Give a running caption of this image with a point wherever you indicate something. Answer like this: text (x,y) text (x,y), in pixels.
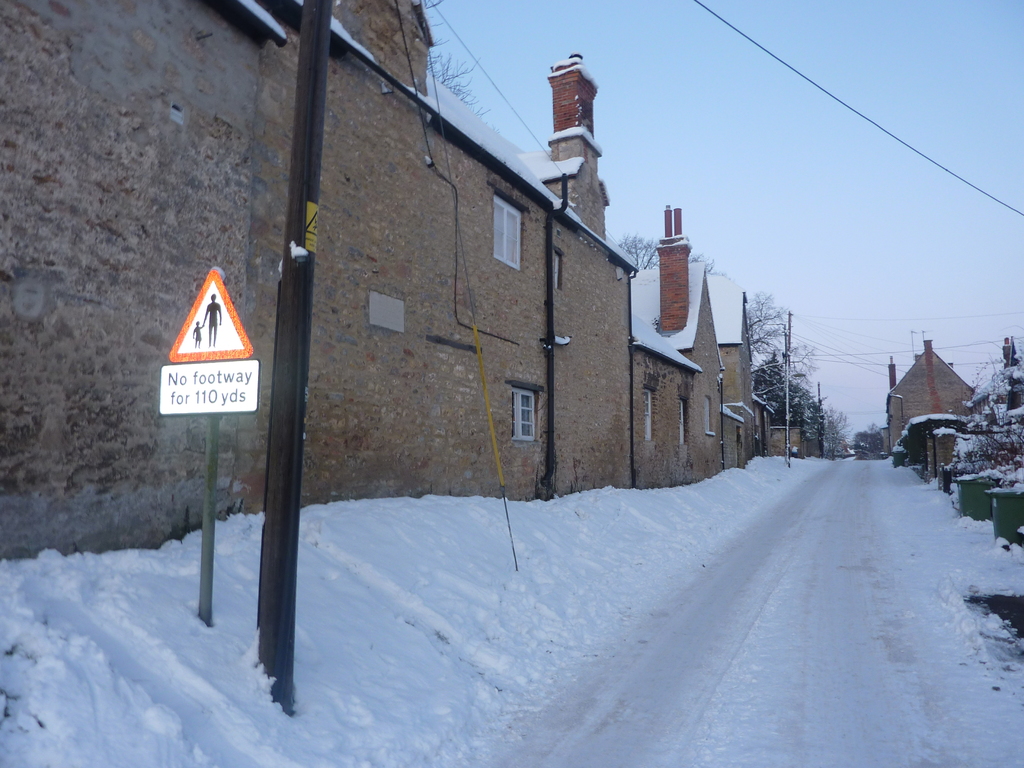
In this image there is a road (796,640) that is covered with snow (499,638), on the left (148,40) there is a wall (561,421) and there are poles (289,269) and a board (197,388), in the background (877,340) there are trees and the sky (871,181).
